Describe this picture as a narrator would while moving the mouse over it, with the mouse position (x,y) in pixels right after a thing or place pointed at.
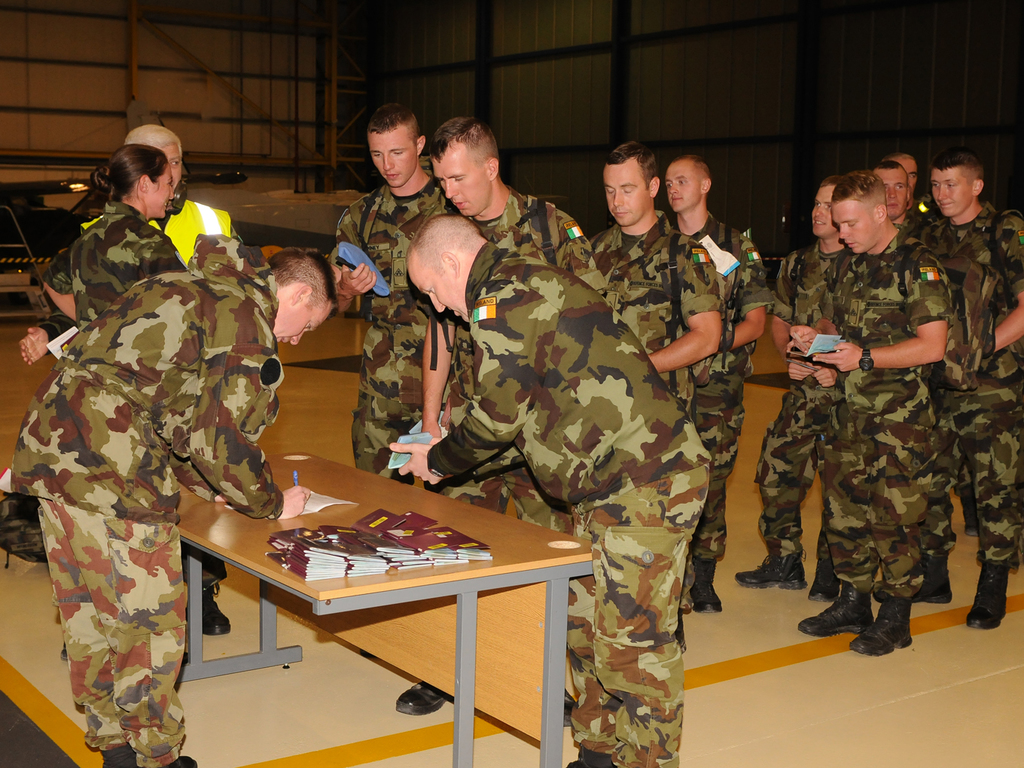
In this picture we can see some people (757,319) are standing, on the left side (336,465) there is a table (353,607), we can see some books (381,558) on the table (410,586), a person (219,438) on the left side (220,439) is writing something on the paper (320,497), at the bottom (828,692) there is floor (761,700).
